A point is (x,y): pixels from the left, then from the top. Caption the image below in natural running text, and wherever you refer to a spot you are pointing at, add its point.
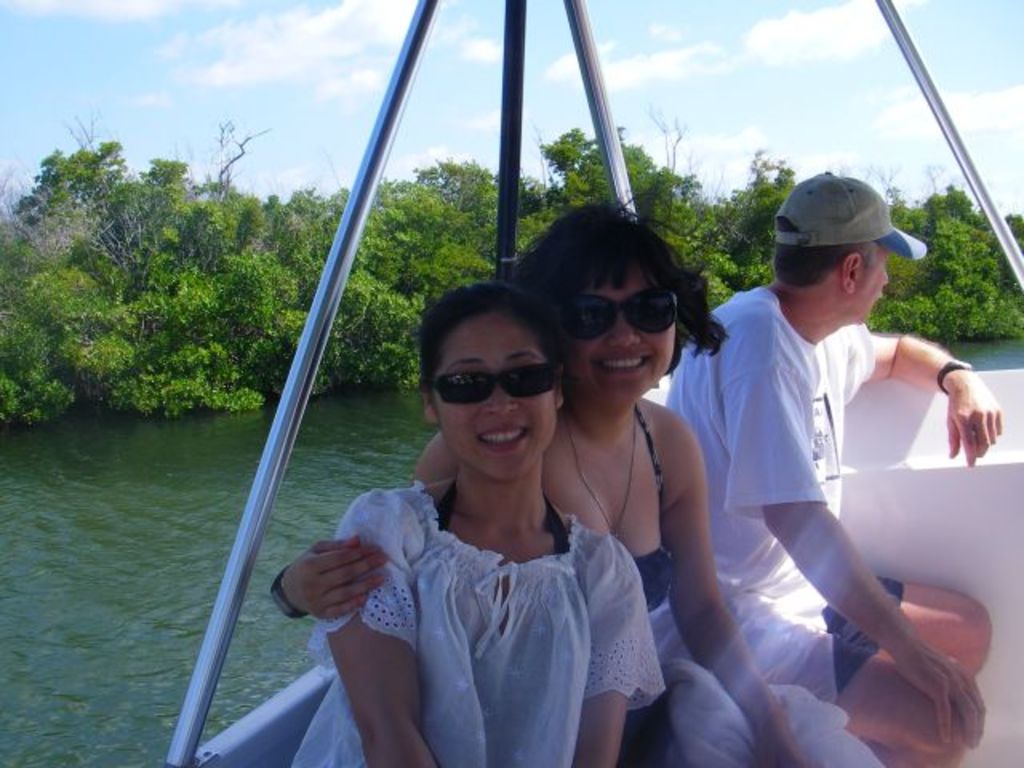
In this image, we can see some people (483,684) sitting in a boat (274,764), there is water (148,584) and there are some green color trees (159,336), at the top (457,127) there is a blue color sky (471,129) and there are some white color clouds (769,36).
